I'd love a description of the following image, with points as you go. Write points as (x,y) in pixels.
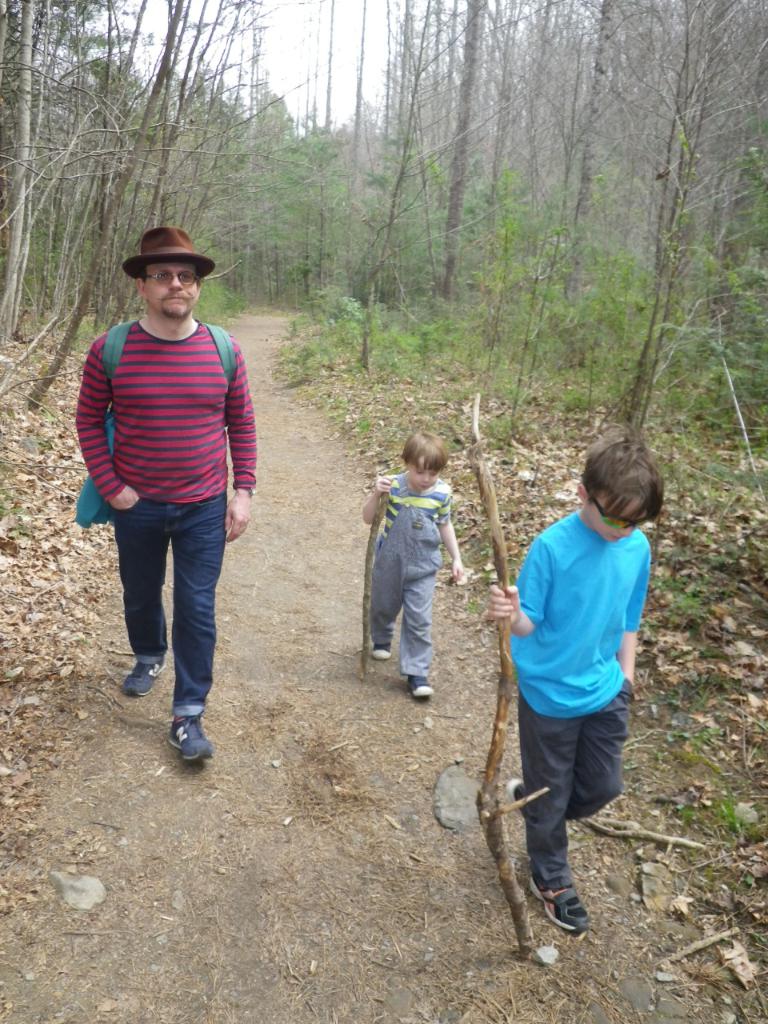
In the center of the image (384,598) we can see one person (185,488) and two kids (428,630) are walking on the road (349,826). Among them, we can see two kids (420,672) are holding some objects (529,797) and one person (194,466) is wearing a bag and a hat (198,267). In the background (249,185), we can see the sky (250,9), trees (698,79), grass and dry leaves (724,659).
